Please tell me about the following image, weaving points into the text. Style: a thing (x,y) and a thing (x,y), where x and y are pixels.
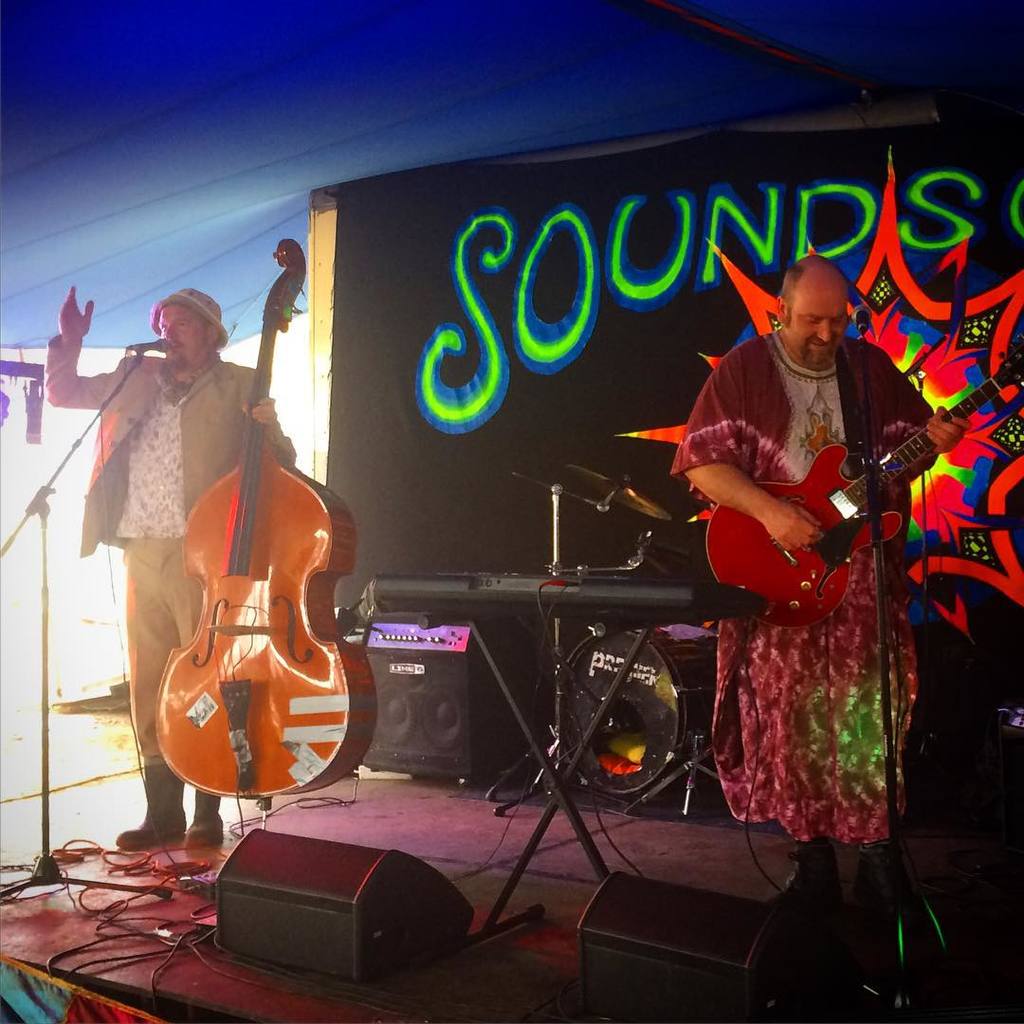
This man (237,423) is holding double bass (187,768) and singing in-front of mic (142,347). These are musical instrument (646,501). This is a speaker (403,698). This man (806,314) is playing guitar (779,583) in-front of mic (857,314). The banner (870,312) is in black color. On this stage (174,876) there are cables (145,953).
